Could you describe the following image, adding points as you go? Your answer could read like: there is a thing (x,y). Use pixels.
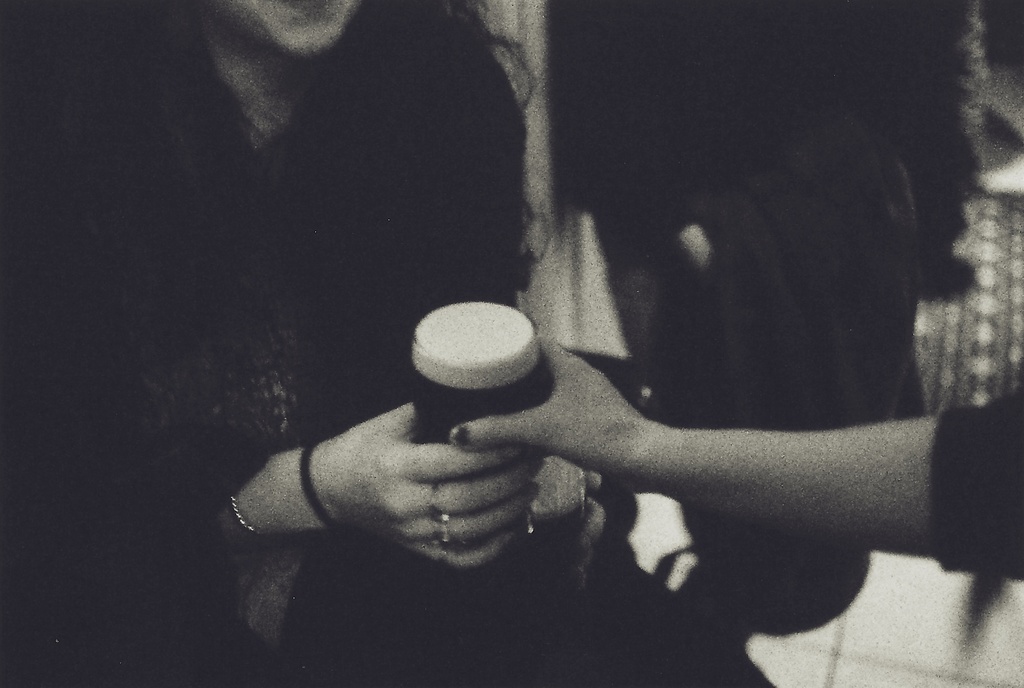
This is a black and white image. In this image we can see two persons (412,511) holding something in the hand (425,496). In the background (754,159) it is blur.
